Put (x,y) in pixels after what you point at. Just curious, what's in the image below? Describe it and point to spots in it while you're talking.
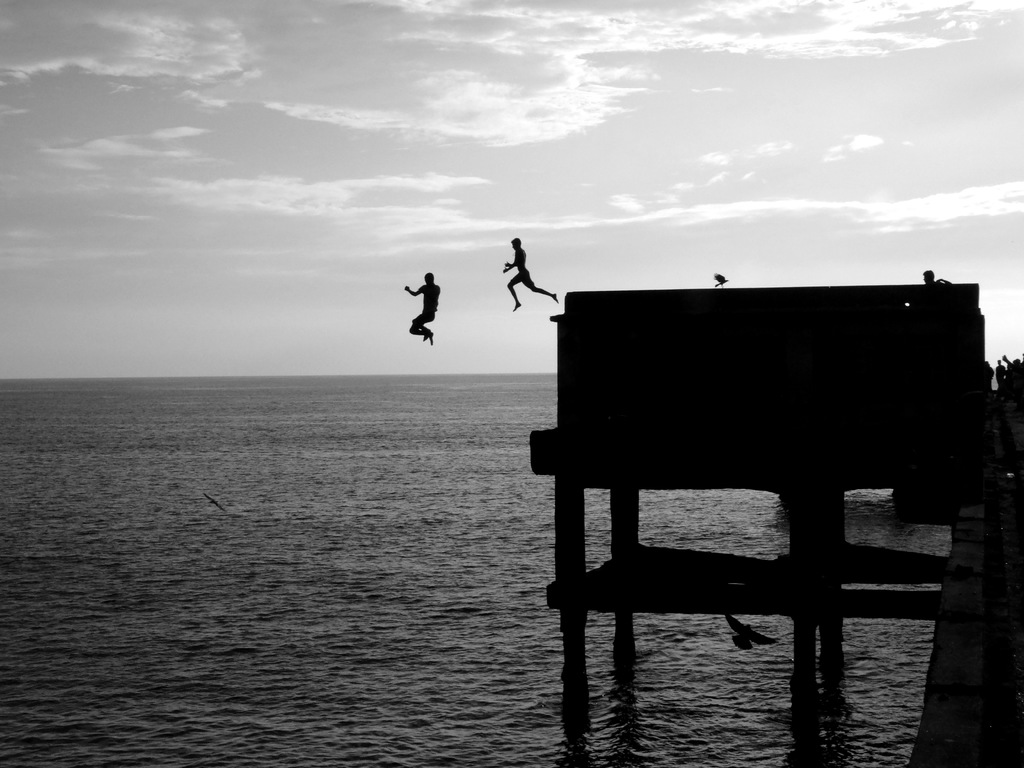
This picture shows couple of men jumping into the water (233,595) from the bridge (562,549) and we see a bird (743,636).
